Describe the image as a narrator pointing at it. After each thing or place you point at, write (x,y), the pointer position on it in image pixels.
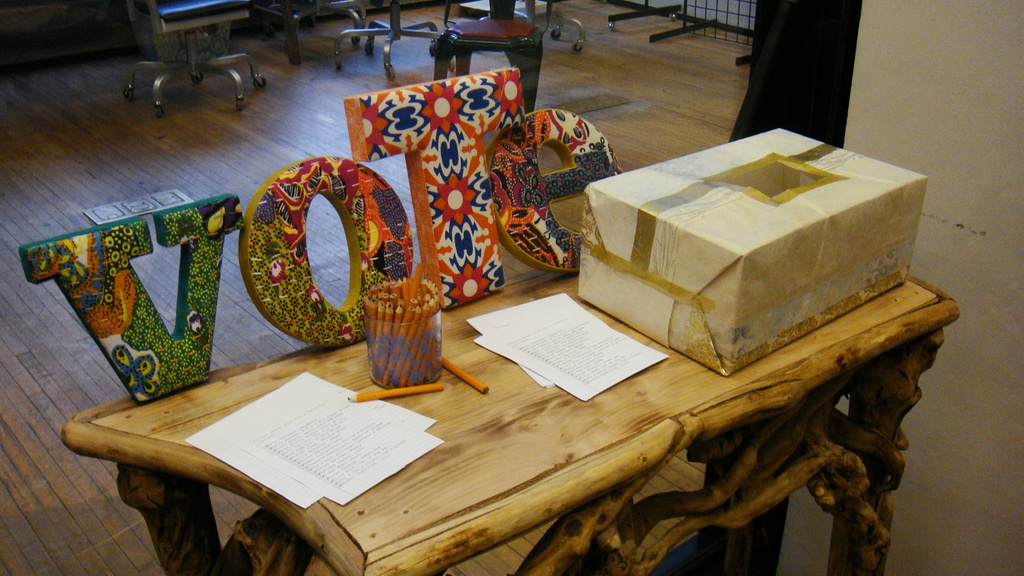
In this image i can see there is a table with a box (646,313) on it. I can also see there are few stools (510,36) on the floor (131,137).
